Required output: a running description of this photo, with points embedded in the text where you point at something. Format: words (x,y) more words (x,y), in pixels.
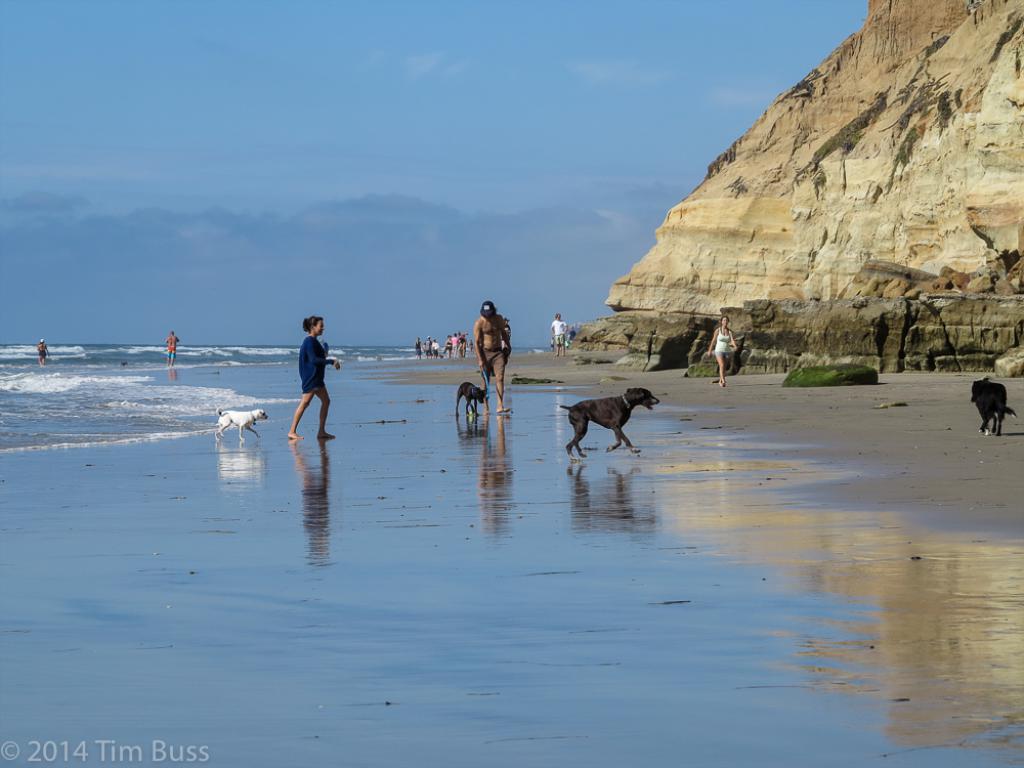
In this image we can see dogs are running and walking on the sand (646,667) and we can see few persons (488,344) are walking on the sand (69,497). On the left side (80,367) we can see water (52,358). On the right side (884,213) we can see a cliff (590,325). In the background (692,149) we can see clouds (398,221) in the sky (172,306).
